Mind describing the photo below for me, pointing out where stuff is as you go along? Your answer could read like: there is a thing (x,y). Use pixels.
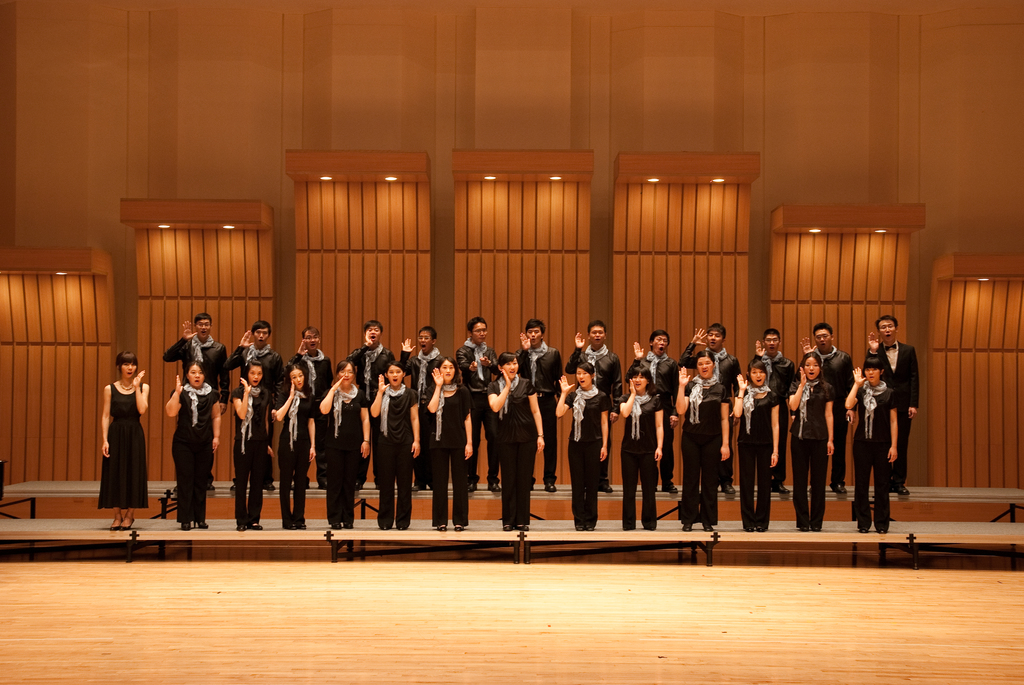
In the picture I can see a group of people (523,437) are standing on the floor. These people (399,432) are wearing black color clothes (425,421) and scarfs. In the background (263,296) I can see lights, wall (419,208) and some other objects (371,208).
